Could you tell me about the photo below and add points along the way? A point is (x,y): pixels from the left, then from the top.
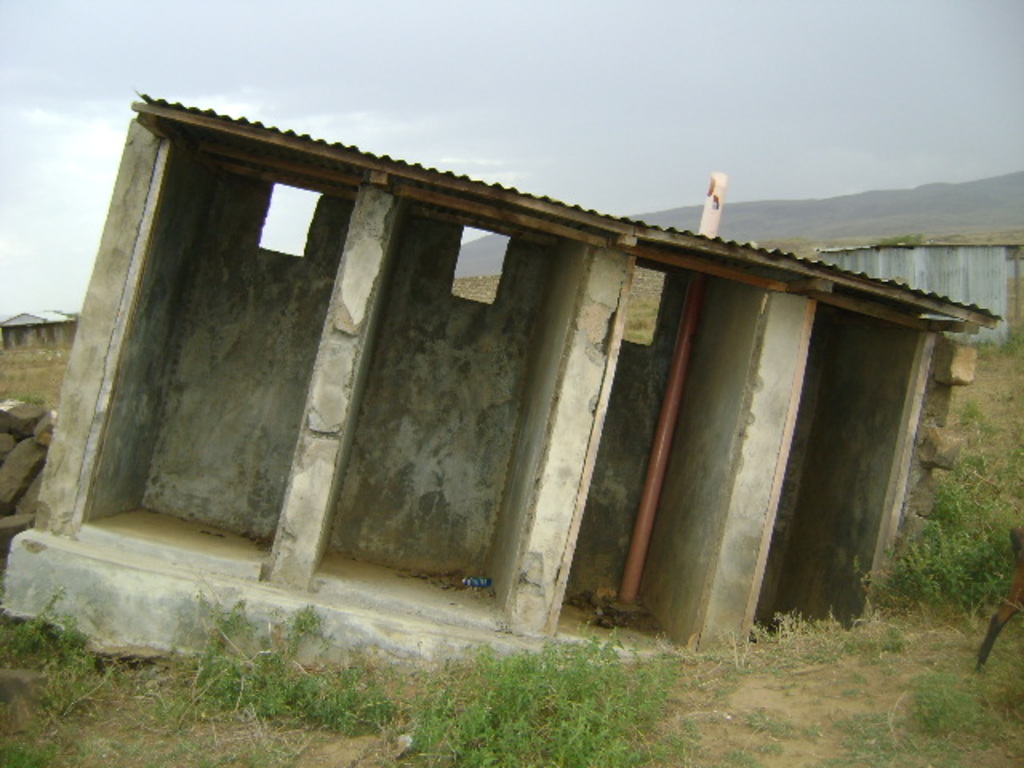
In this picture I can see few sheds (664,323) and I can see grass (952,715), few plants (593,735) on the ground (777,753) and a blue cloudy sky (381,89).
